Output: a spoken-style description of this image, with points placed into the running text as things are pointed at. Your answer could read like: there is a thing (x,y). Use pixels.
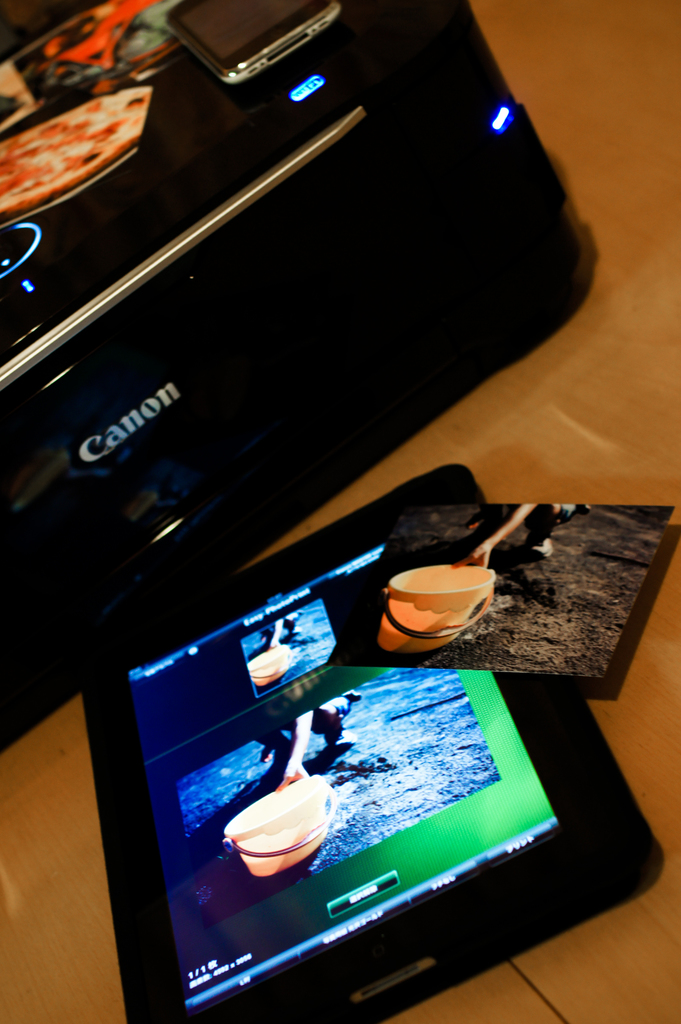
In this image, I can see a mobile phone (270,48) on a canon printer (147,572), tablet (179,931) and photo (506,569) on an object (545,450).
